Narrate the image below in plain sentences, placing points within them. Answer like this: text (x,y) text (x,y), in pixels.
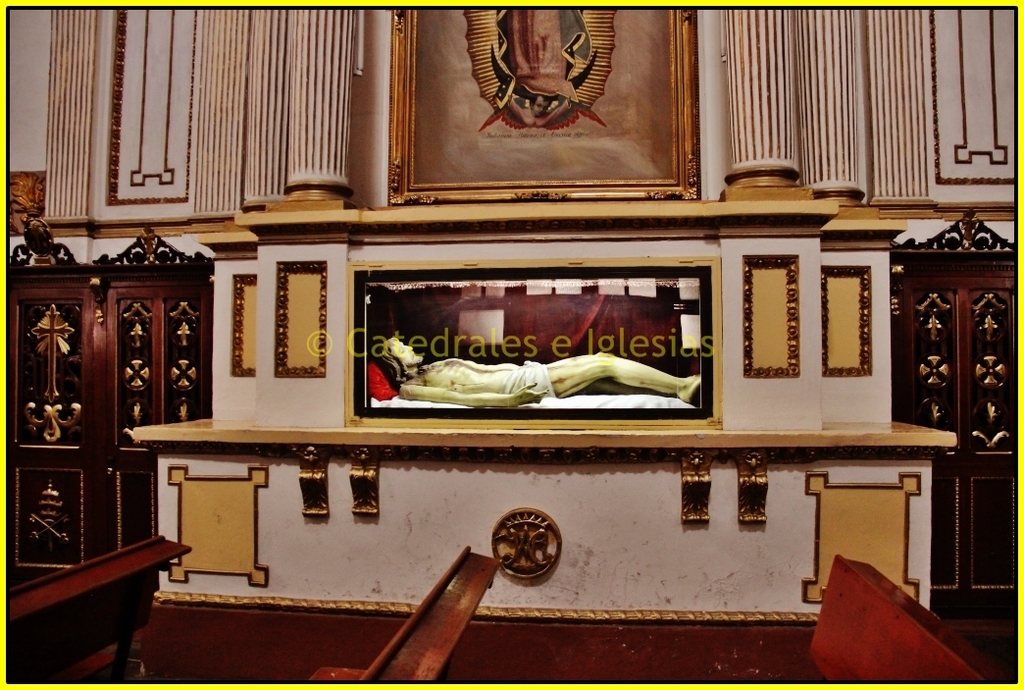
In this image in the center (449,378) there is one statue (516,396) and a wall (745,421), on the wall (916,488) there is one photo frame (502,144). On the right side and left side (100,380) there are two cupboards (85,435), and at the bottom (862,626) there are some benches (845,652).
